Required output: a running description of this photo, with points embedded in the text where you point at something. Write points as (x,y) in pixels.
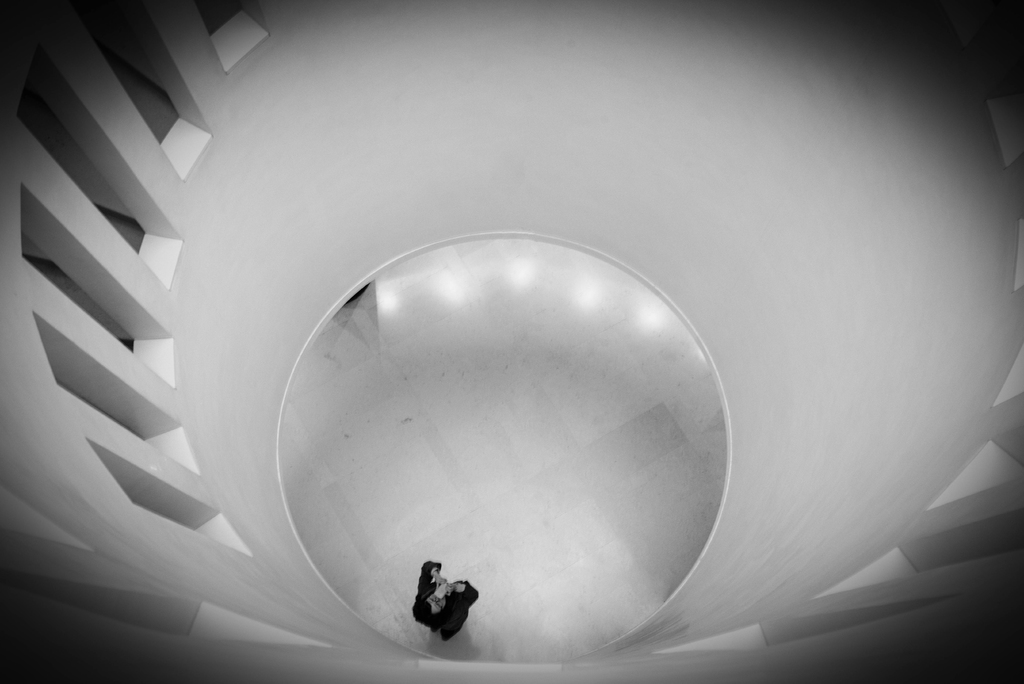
In this image we can see a person (440,610) standing on the floor (491,633) holding a cellphone (444,584). We can also see a rounded wall (189,261) with window openings (162,342) around them.
